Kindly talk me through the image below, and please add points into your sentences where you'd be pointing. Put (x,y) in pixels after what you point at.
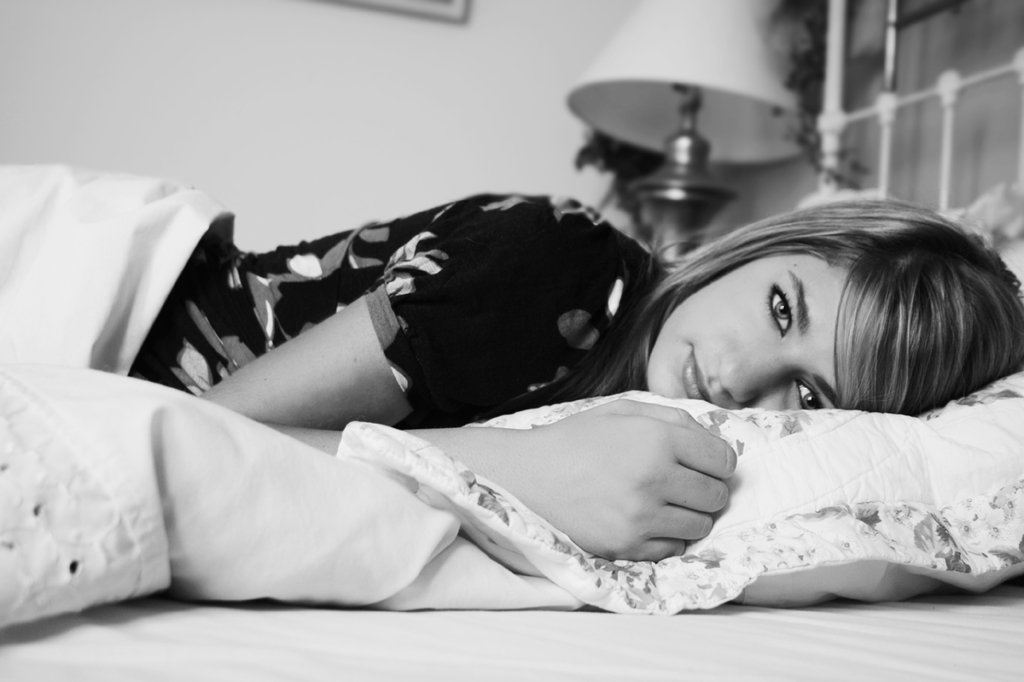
A woman (432,329) is lying on a bed (115,313). She wears a shirt (536,333) with patterns (315,270) on it. The color of bed (76,347), bed sheet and pillow (756,517) is white.
